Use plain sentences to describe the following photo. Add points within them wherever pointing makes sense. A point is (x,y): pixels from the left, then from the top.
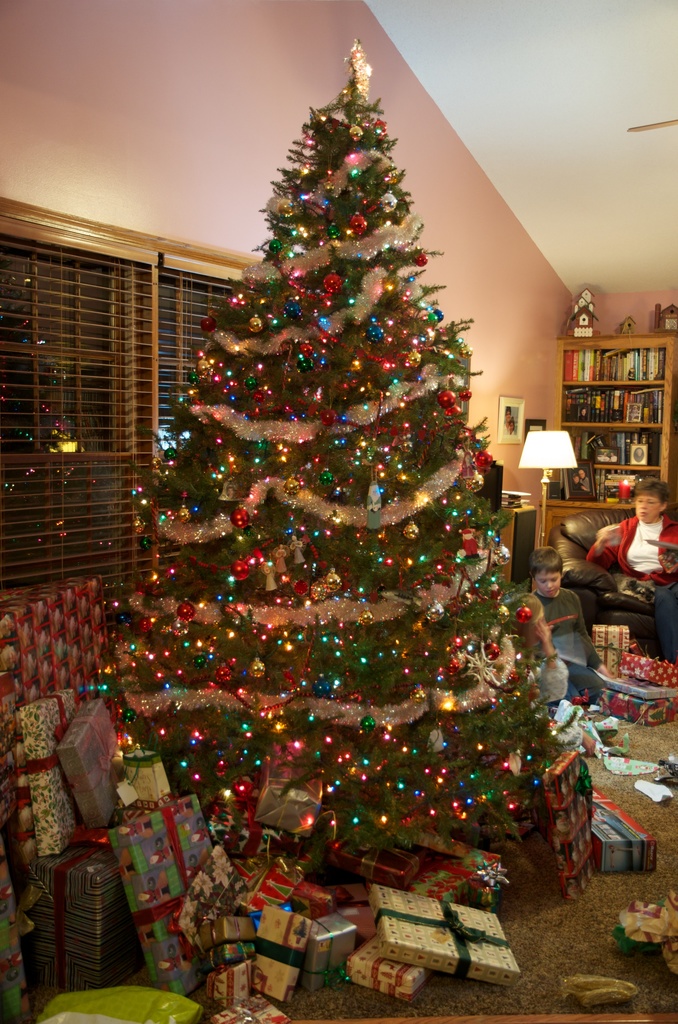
In this image we can see a Christmas tree (399,713), gifts (220,816) and carpet (524,902). In the background (471,337), we can see wall (466,275), frames (503,433), lamp (530,450), rack (619,384), books (604,407) and windows (156,353). We can see a woman (629,549) is sitting on the sofa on the right side of the image (649,547) and two children (582,693) are sitting on the floor (596,715).
